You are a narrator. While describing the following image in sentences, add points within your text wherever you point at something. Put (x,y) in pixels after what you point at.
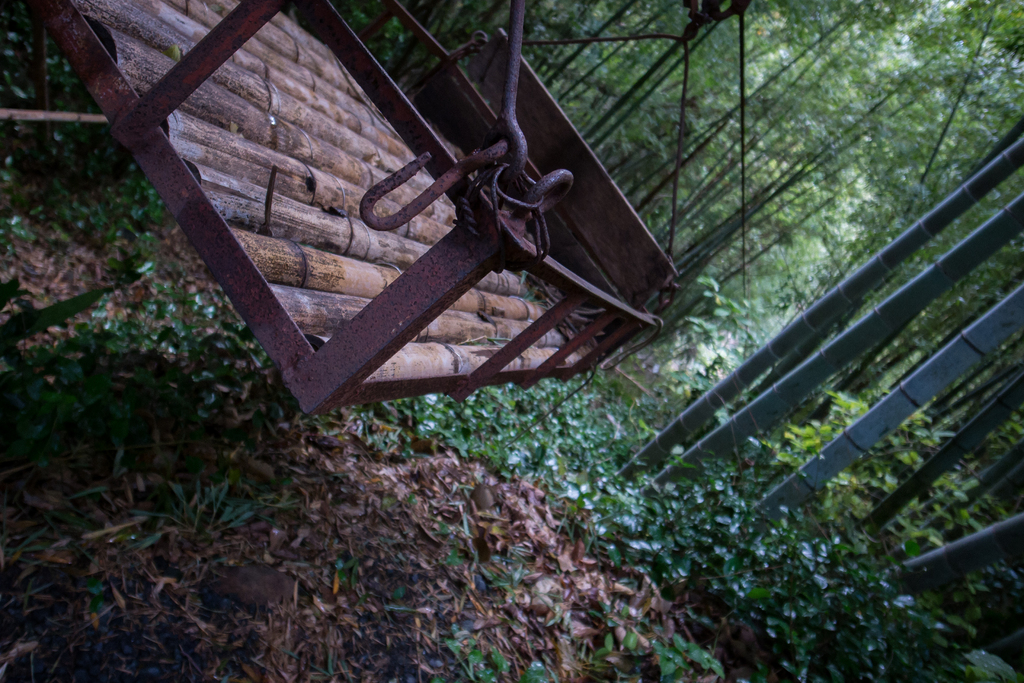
In the foreground of this image (251,217), there is a cradle (499,171) on the top side of the image (552,204). Around cradle (581,228), there are trees (811,191) and plants (766,625).
